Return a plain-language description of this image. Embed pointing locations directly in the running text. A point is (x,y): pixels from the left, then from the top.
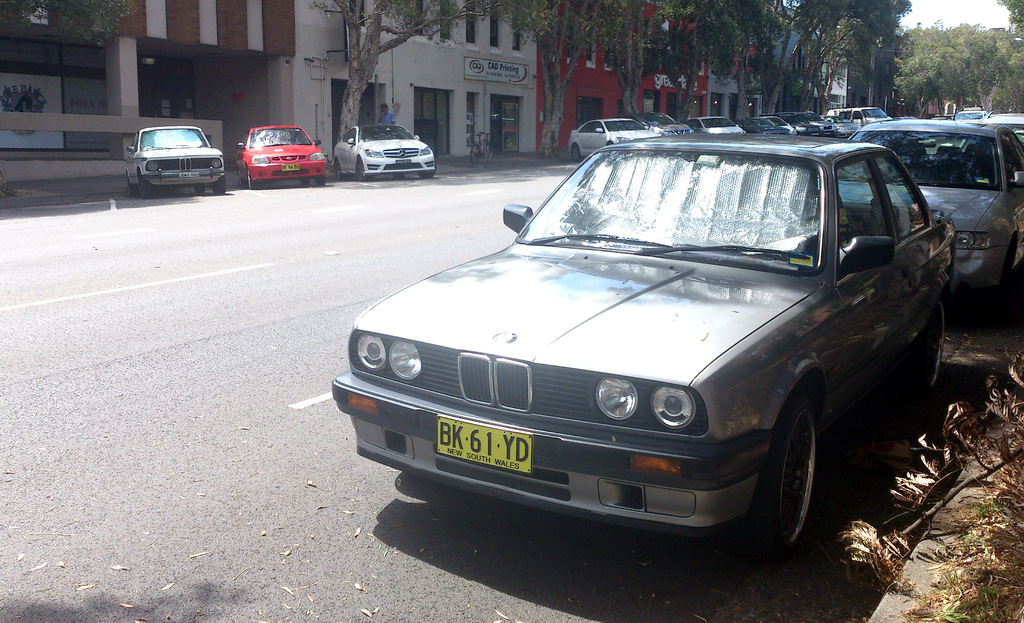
In this picture there are cars (690,259) on the right (946,239) and left side of the image (196,149) and there are trees (714,70) in the top right side of the image (849,75), there are buildings (590,71) at the top side of the image (467,21).
